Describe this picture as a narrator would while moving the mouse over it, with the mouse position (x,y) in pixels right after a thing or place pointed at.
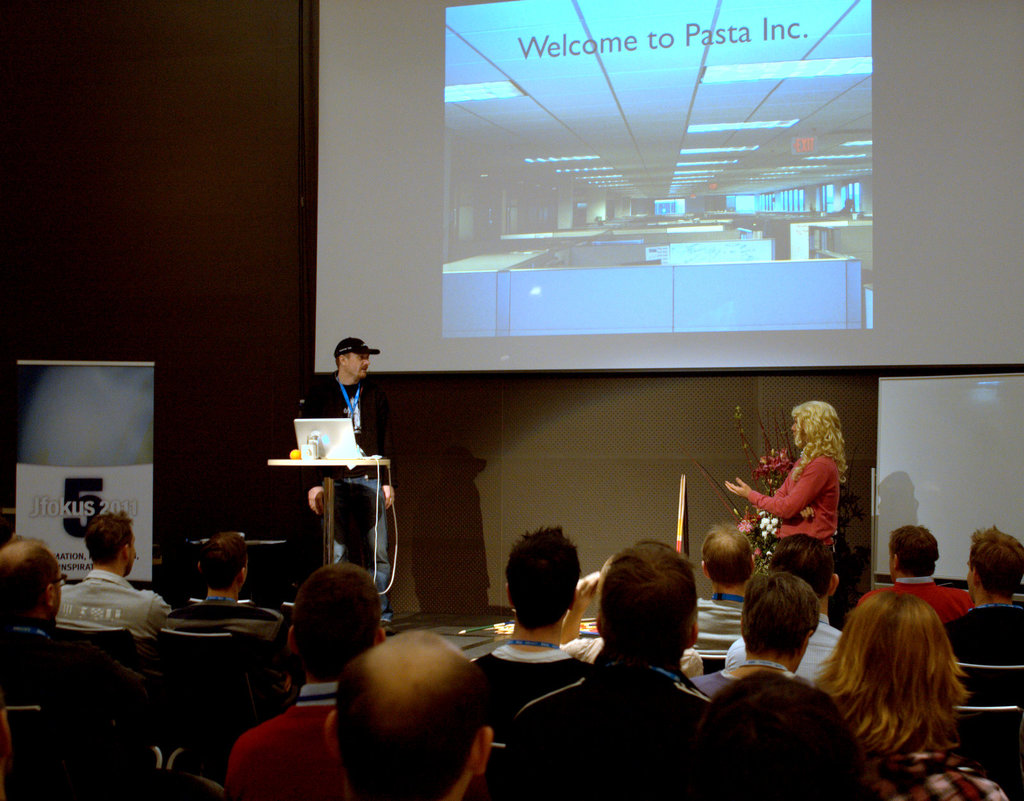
In this picture, we can see a few people (668,634) sitting on chairs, and two persons (319,485) are standing, we can see a table (346,463) with some objects (326,453) on it like laptop (310,433), and we can see the wall (852,483) with some objects (895,520) attached to it like projector screen (842,319), board (958,520), we can see flower pot (757,537), and we can see some poster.
